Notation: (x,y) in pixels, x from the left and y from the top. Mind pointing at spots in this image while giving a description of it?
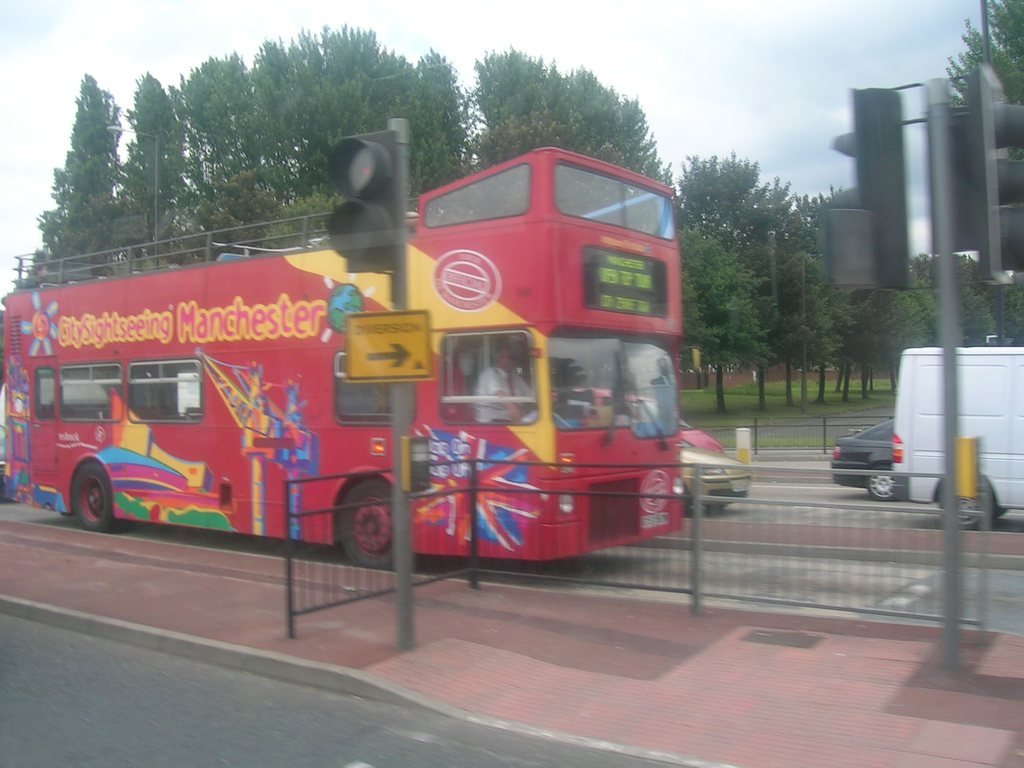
In the image in the center (524,342), we can see a few vehicles (666,434) on the road (842,571). In the background (557,43), we can see the sky (610,51), clouds (922,79), trees (836,339), grass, sign boards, poles (407,426), fences (471,493) etc.
